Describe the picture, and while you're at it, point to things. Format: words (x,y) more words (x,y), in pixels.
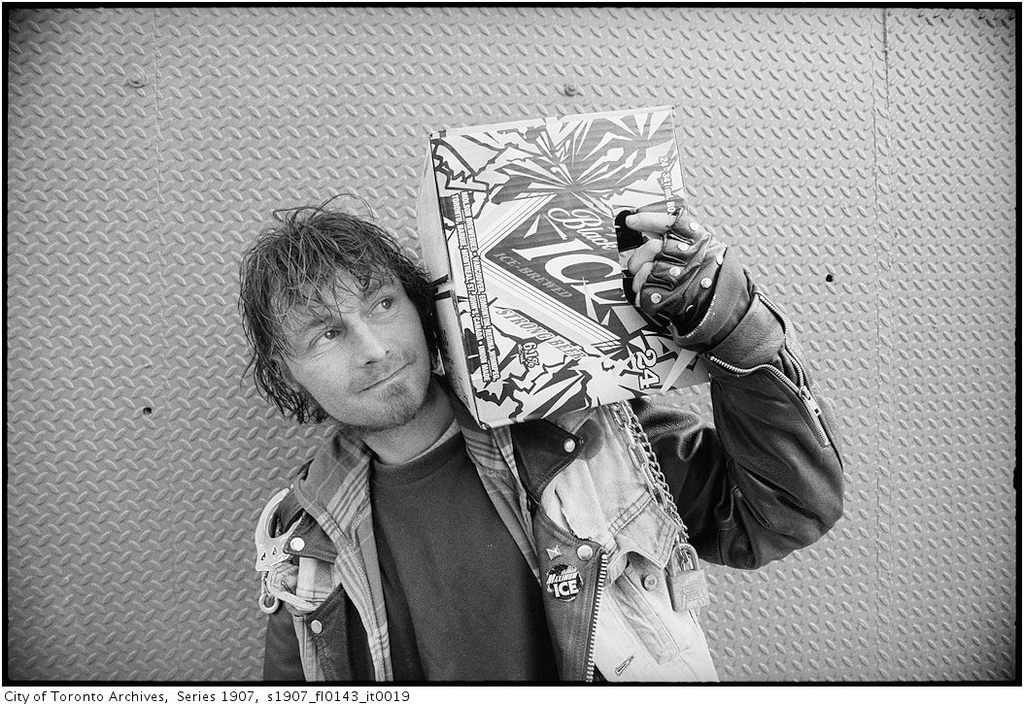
In this picture there is a man (328,474) who is wearing jacket (598,488), t-shirt (491,517) and gloves (719,306). He is holding a carton box (459,388), beside him we can see the wall (176,461). In the bottom left (250,702) there is a watermark (307,702).
